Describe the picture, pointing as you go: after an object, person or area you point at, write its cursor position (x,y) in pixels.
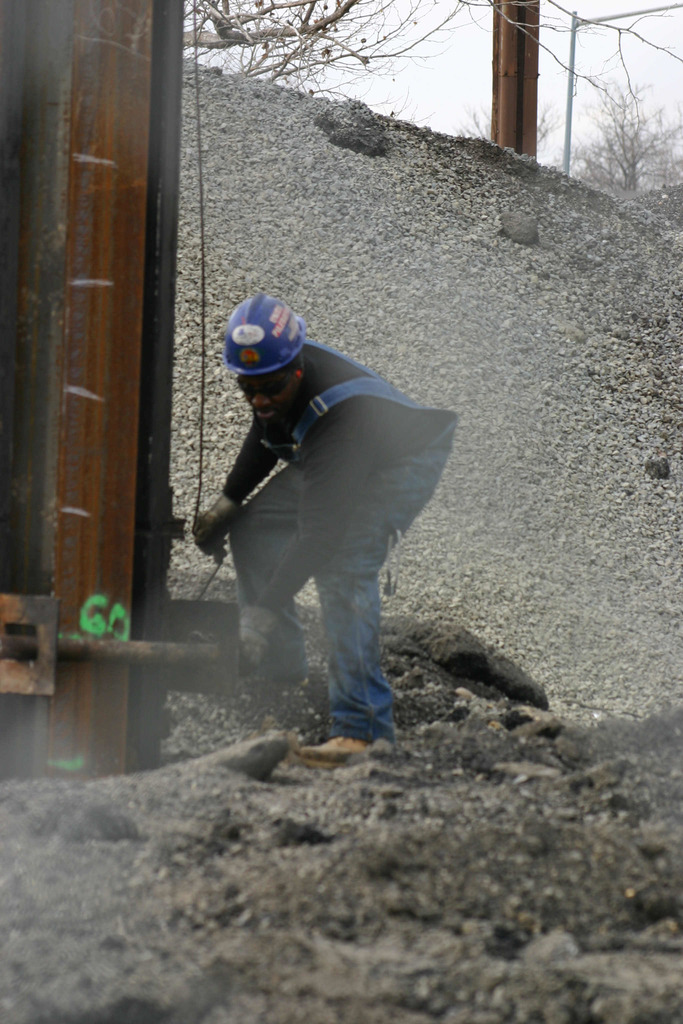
In this image I can see a person (261,433) holding a wire (202,345). In the background (335,65), I can see the trees (631,149).
